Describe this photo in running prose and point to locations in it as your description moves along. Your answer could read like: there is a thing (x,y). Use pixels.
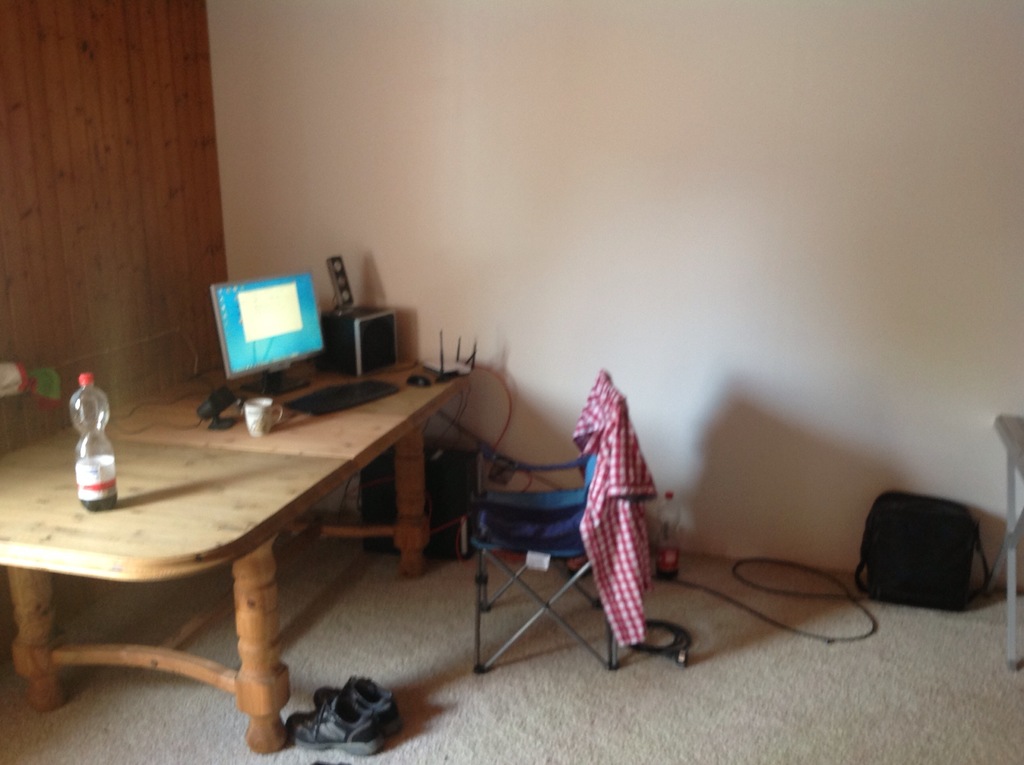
In this image I can see a cup (247,425), bottle (103,427), system (257,350) on the table (189,483) and the table (237,533) is in brown color, in front (638,525) I can see a chair (545,502) in blue color, a cloth (634,473) in white and red color. I can see wall (562,107) in cream color.
